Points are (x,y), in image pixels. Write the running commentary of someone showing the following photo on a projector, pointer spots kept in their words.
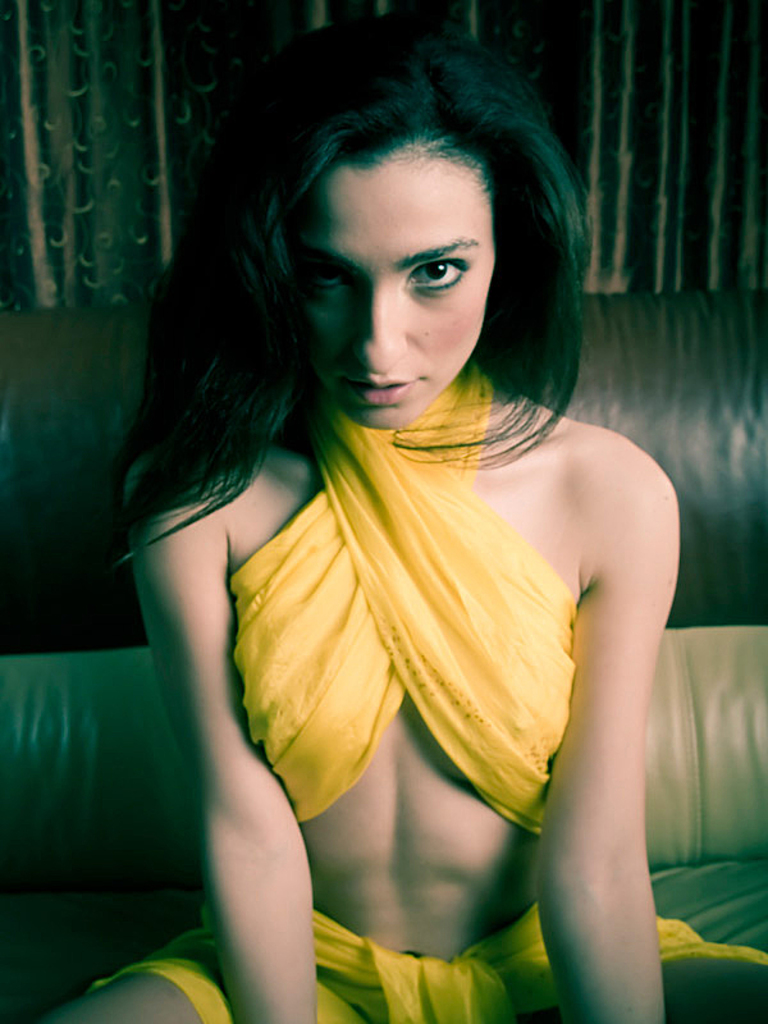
In this picture I can see a woman (470,619) sitting on the couch (13,587), and in the background (193,98) there are curtains (543,76).
